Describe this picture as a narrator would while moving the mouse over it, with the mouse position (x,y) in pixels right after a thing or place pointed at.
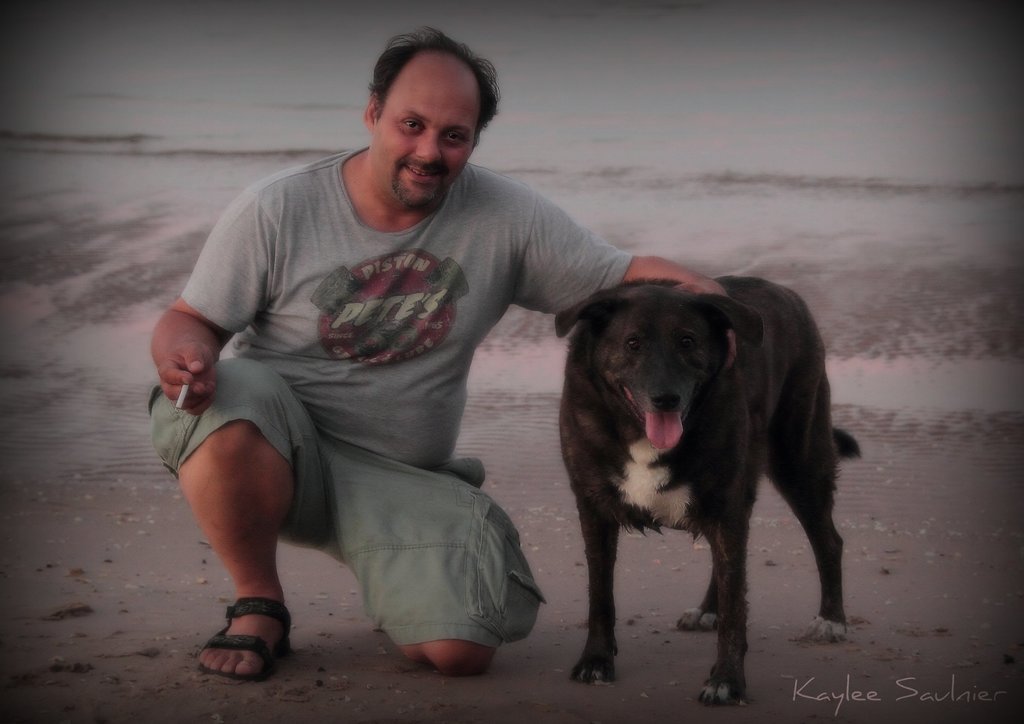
In this image there is a man (427,36) in a squatting position. He is holding a cigarette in one hand (210,346) and putting another hand (689,278) on a dog (754,396). He is wearing a grey t shirt (374,291), green shorts (463,523) and black sandals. In the background (840,165) there is a ocean (729,173).
